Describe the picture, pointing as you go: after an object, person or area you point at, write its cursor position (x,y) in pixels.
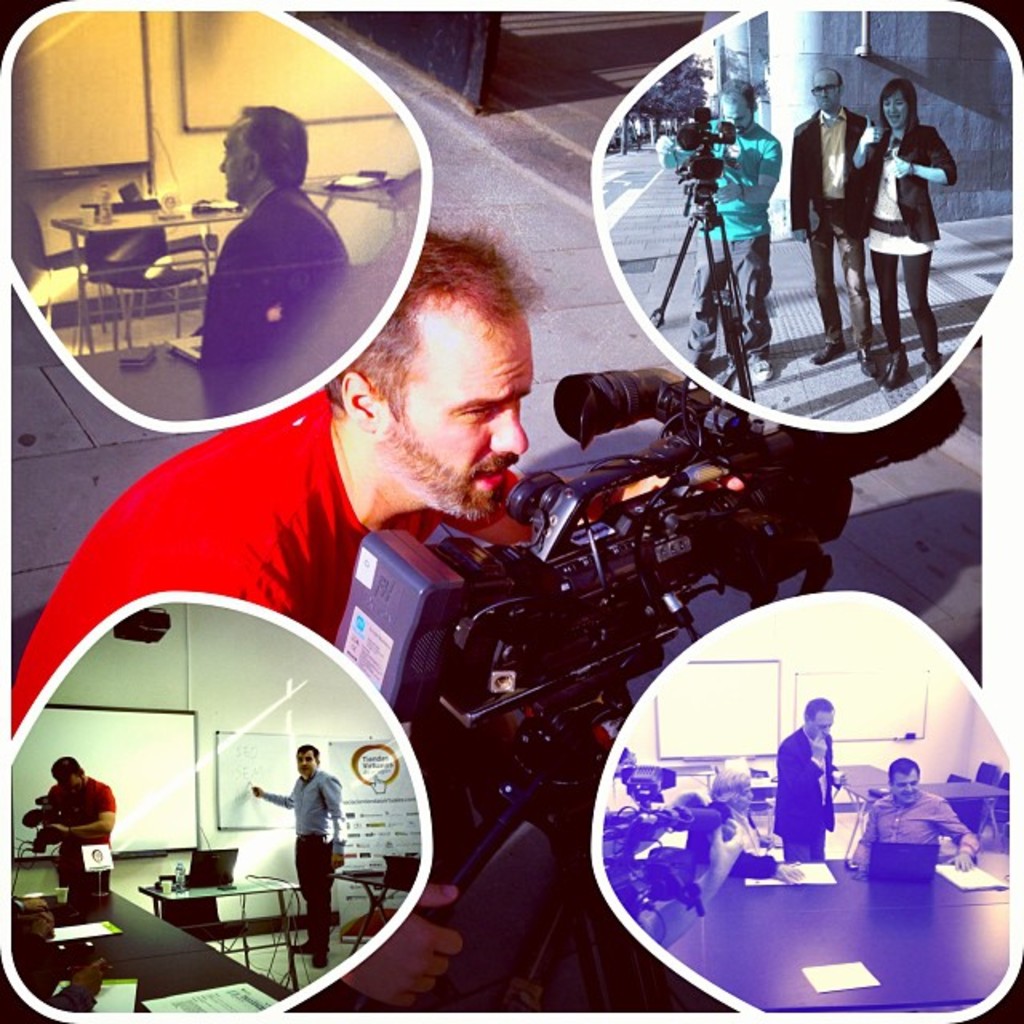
In this image we can see a collage picture of a person (392,428) holding a camera (605,540) in the middle (498,546) of the picture, on the top left corner of the image (265,250) there is a picture of a person (273,189) and there is a chair (159,231) and a table (88,226) with few objects (176,211), on the top right corner (718,154) there is a picture of three persons (836,172) standing on the pavement (772,286) and a person (727,271) is holding a camera (723,129) and there are trees (690,106) and building (827,65) in the background (865,89), on the bottom left corner of the image (183,824) there is a picture of two persons (317,845), a person (99,796) is holding a camera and there are tables (212,892) with few objects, there is a presentation screen (178,743) and a white board (258,807) to the wall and there is a projector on the top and on the bottom right corner of the image (726,768) there are two persons (904,803) sitting on the chairs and a person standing near the table (833,934) with a laptop (915,878) and few papers (834,967) on it and a person (715,863) holding a camera (668,816) and there is a presentation screen (763,707) and a board (889,710) to the wall (811,642) in the background (876,702).
